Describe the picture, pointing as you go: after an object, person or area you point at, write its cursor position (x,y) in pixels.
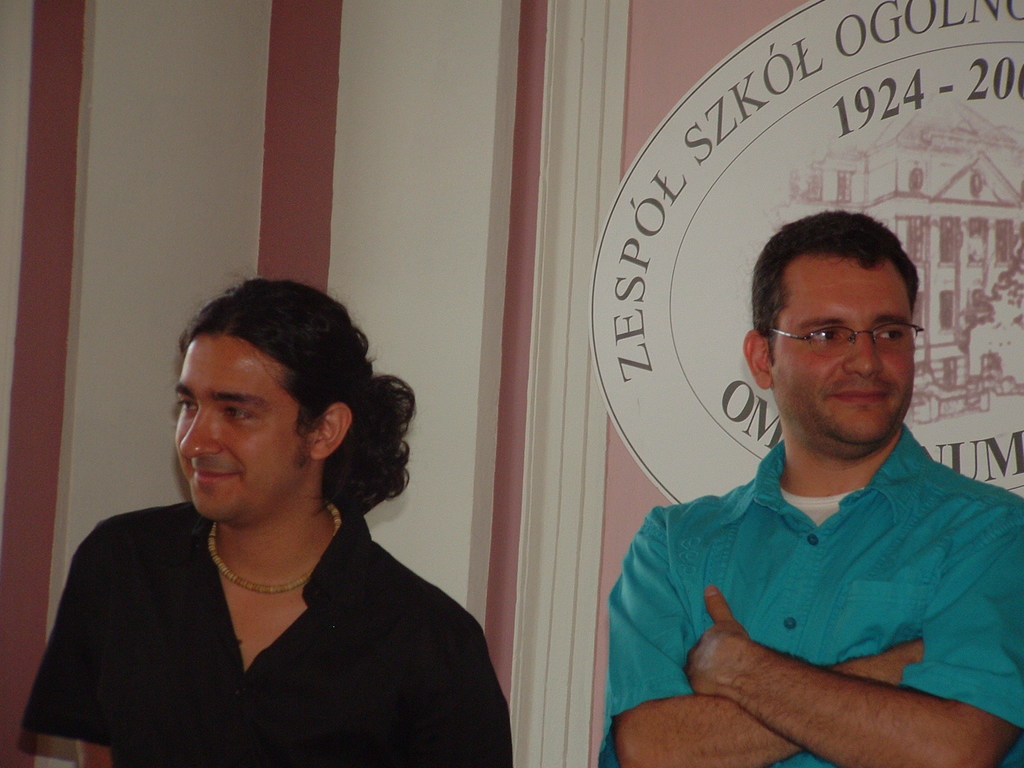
In this picture we can see two men (228,681) standing and smiling. There is an image of a building (984,230) on a white board (1017,29). We can see some numbers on the board (1018,1).
